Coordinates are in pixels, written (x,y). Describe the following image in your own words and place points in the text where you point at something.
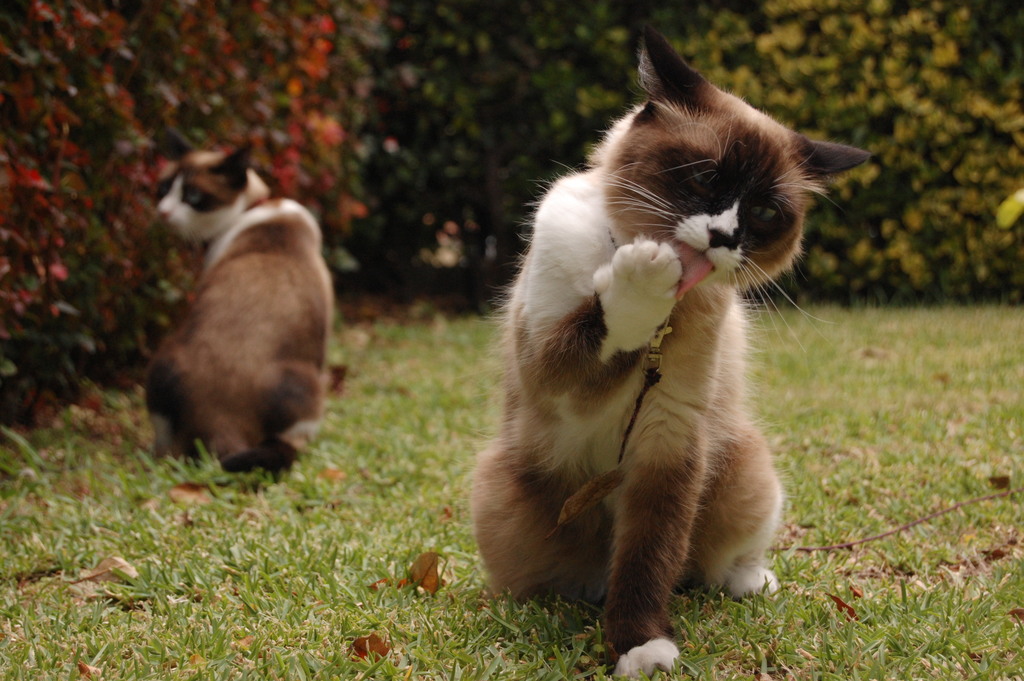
In this image we can see two cats (211,257) on the ground (350,311), in the background (142,207) it looks like the plants (77,226), on the ground (399,566) we can see some leaves (411,580).
